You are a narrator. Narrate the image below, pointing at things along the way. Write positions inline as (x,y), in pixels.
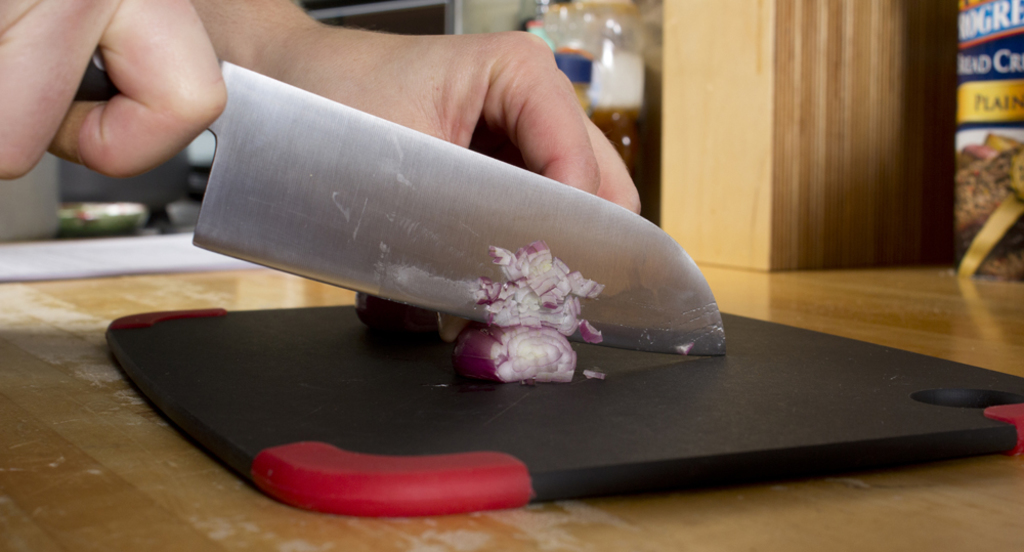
As we can see in the image, there is a human hand (152,53). He is holding a knife (346,197) in his hand (162,64) and cutting the onions (473,350) on vegetable cutter (323,378). The vegetable cutter (223,405) is on table (66,442).
